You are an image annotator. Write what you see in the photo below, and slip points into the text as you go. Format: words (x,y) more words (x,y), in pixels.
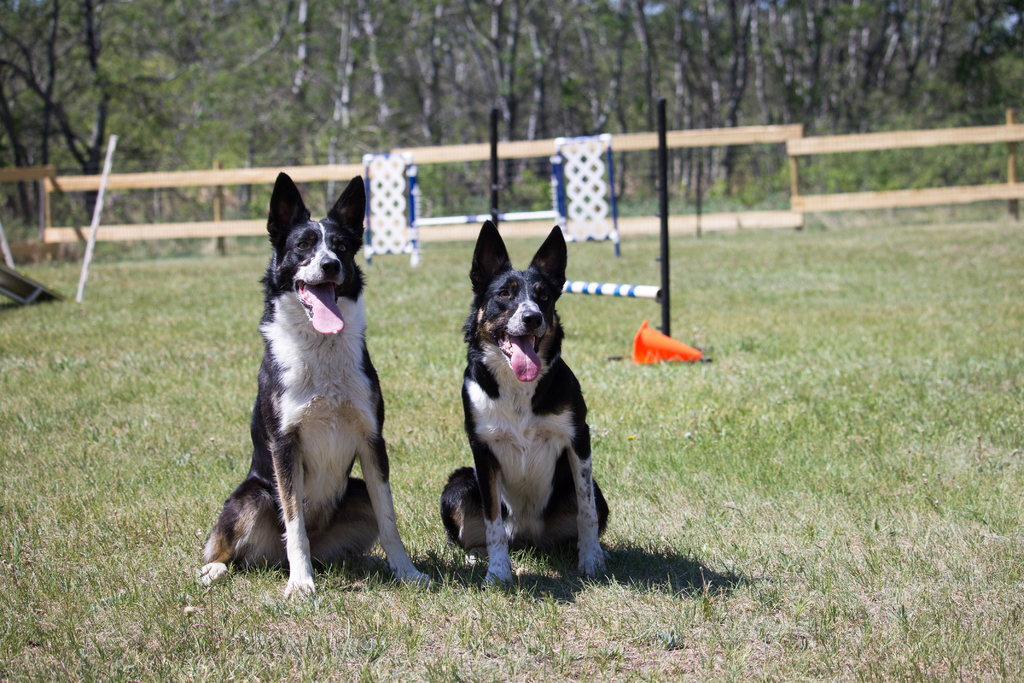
In the image I can see two dogs (505,395) and behind there is a fencing (657,226), traffic cone (676,351) and some trees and plants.
